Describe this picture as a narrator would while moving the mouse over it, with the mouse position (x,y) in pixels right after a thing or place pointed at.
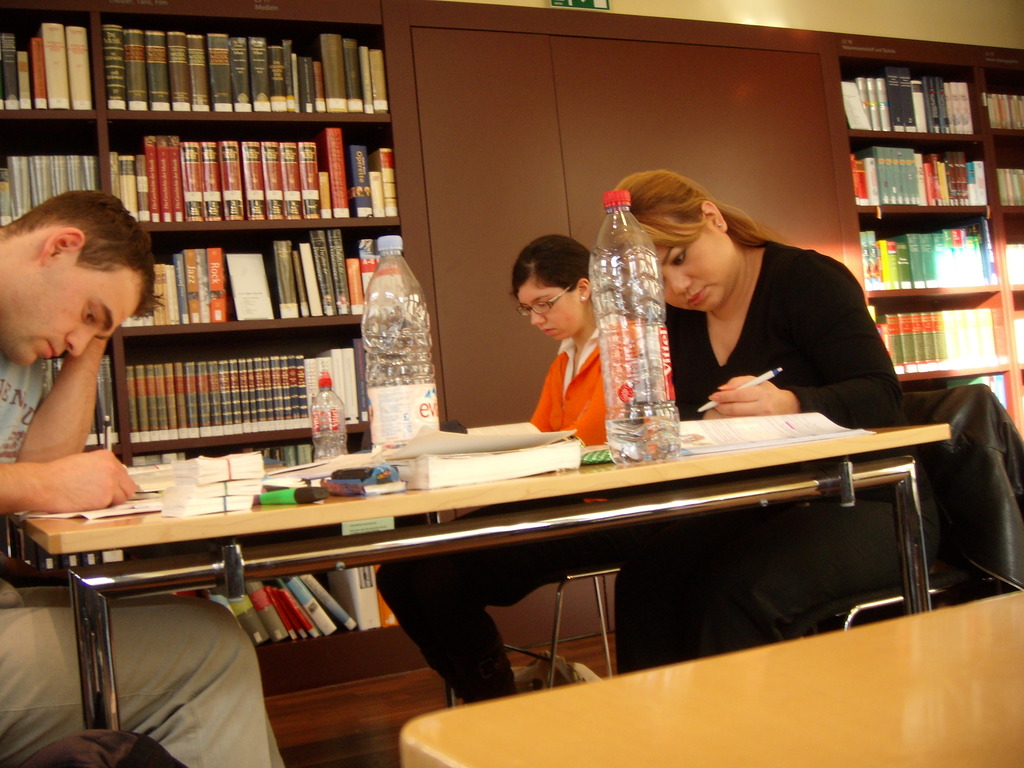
In this picture we can see three people (7,283) are seated on the chair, and they are all reading, in front of them we can find books (758,434), pens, couple of bottles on the table (279,516), in the background (338,528) we can see books (181,87) in the racks (276,119).
